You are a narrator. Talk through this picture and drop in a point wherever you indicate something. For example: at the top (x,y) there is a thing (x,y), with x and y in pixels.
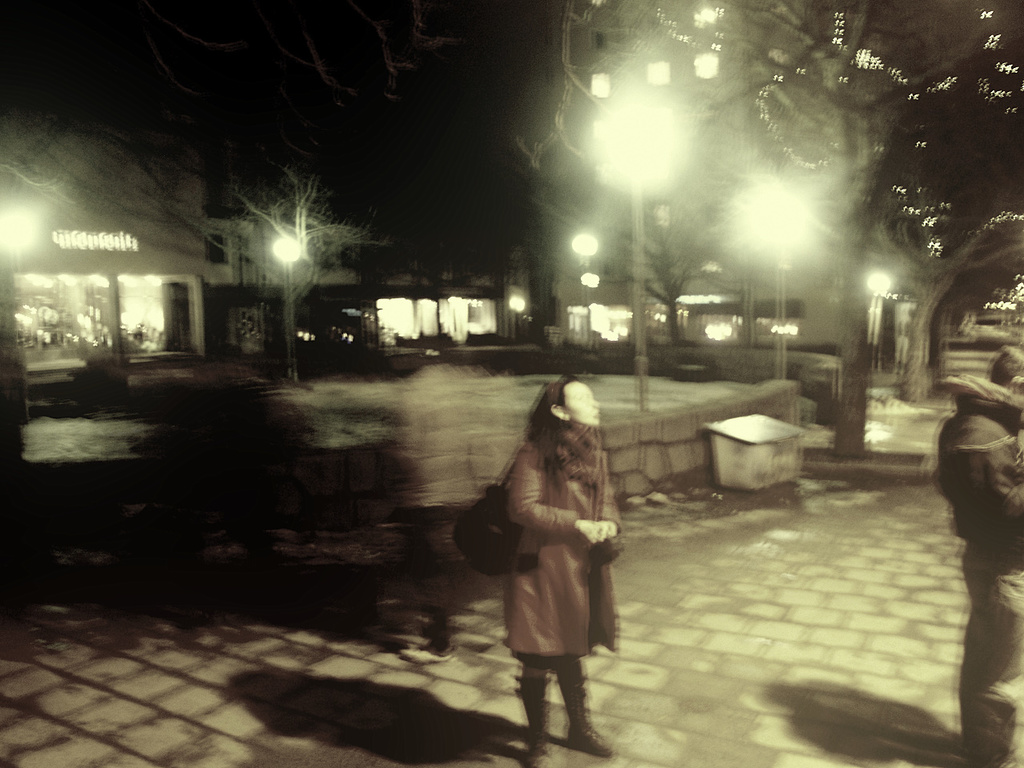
In front of the image there are two persons (577,528). Behind them there are poles (294,257) with lights (294,257) and there are trees (914,144) decorated with lights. In the background (220,273) there are houses (146,243) and there is a blur background (93,262).
